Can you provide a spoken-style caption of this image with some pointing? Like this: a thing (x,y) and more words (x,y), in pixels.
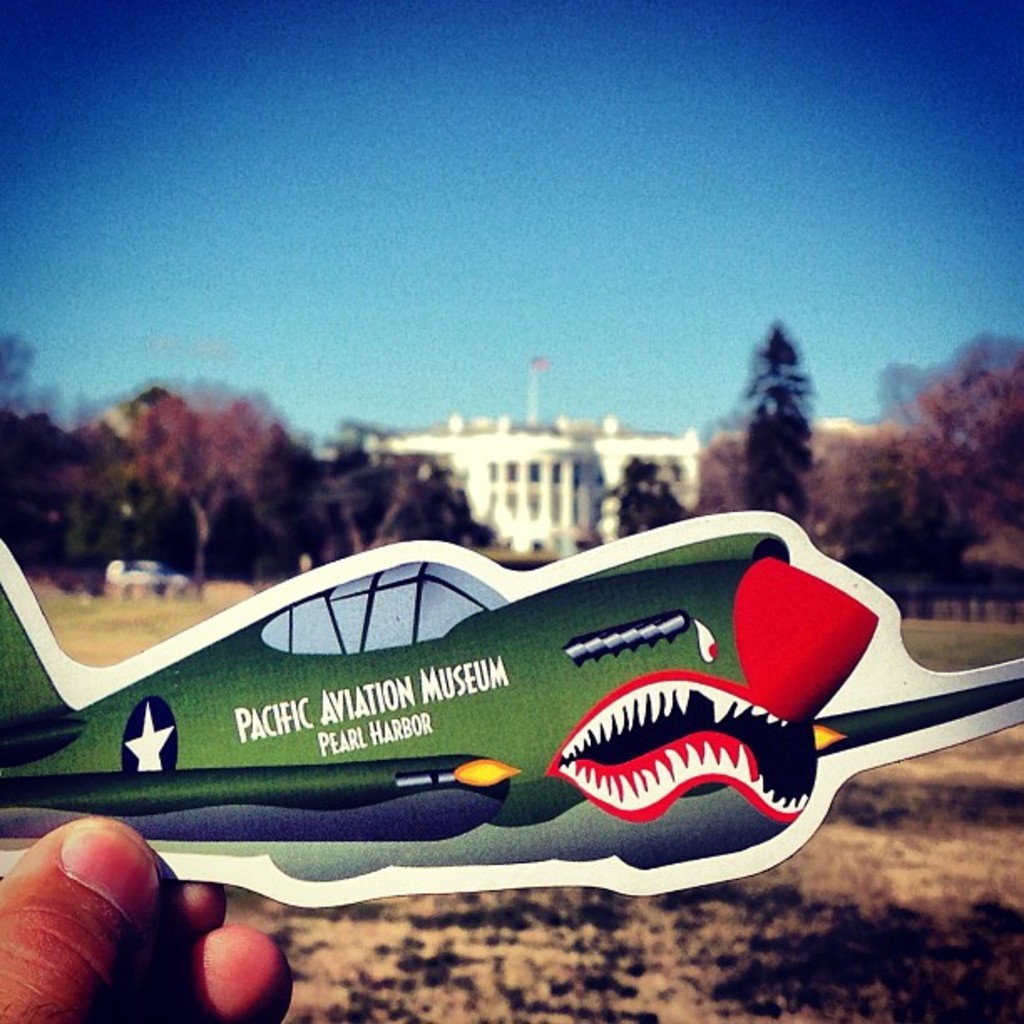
In this picture I can see trees (417,501) and a building (538,470) and I can see a human hand (32,862) holding a sticker (574,698) of a plane (522,748) and I can see a clear sky (321,260) and looks like a car (137,586) parked.
